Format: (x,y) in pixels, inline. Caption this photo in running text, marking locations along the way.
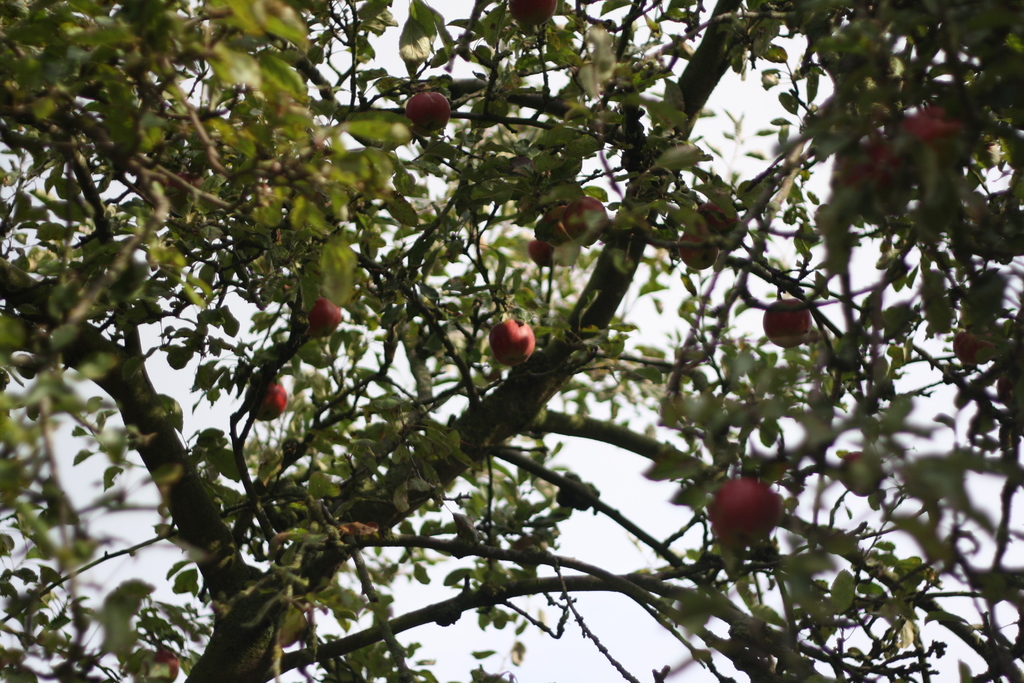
In this picture we can see a tree (425,467), there is the sky (679,511) in the background (630,401), we can see fruits (433,128) and leaves (982,259) of the tree (19,98).
